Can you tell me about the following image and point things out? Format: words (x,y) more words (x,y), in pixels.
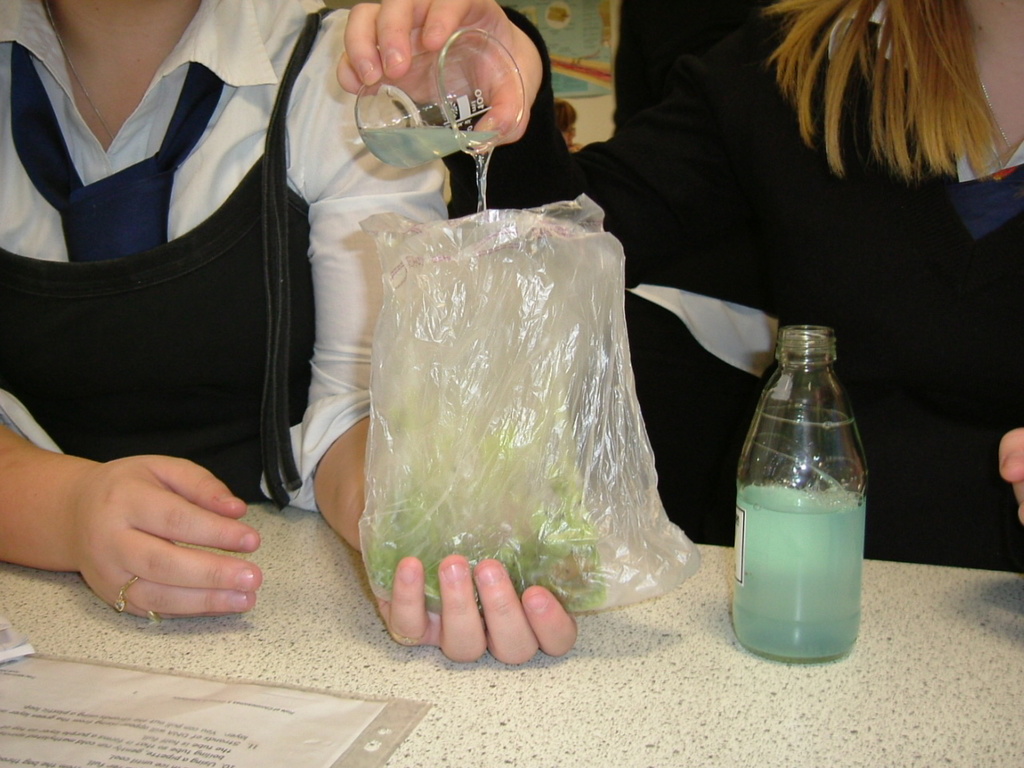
In this image it seems like there is a woman (844,159) who is pouring the chemical (419,157) in to the cover (478,471). There is a table (491,701) in front of the two women (266,287). On the table (732,723) there is glass flask (836,498) and a file (187,725).
